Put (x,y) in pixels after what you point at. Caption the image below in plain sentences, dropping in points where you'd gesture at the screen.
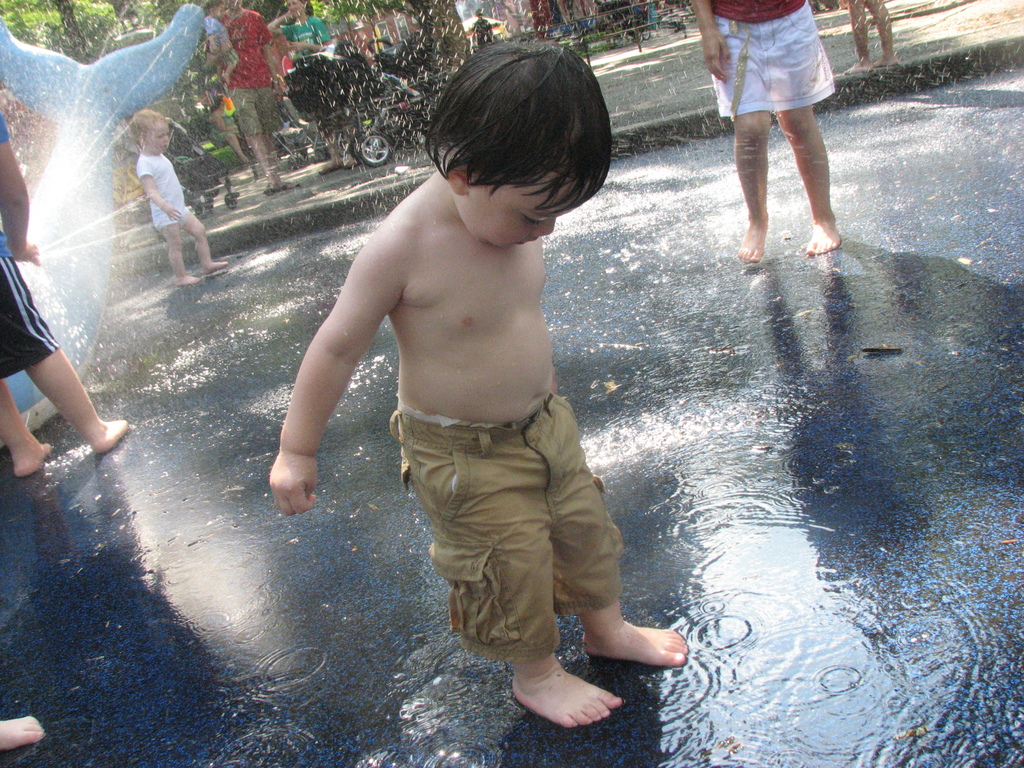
In this image we can see a boy (535,632) in the foreground (535,664) who is standing in the water (584,656). Behind the boy (484,439) we can see few more persons (226,71), vehicle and trees (85,1). On the left side (50,388), we can see a person (8,198), water (39,244) and a toy (4,48).
